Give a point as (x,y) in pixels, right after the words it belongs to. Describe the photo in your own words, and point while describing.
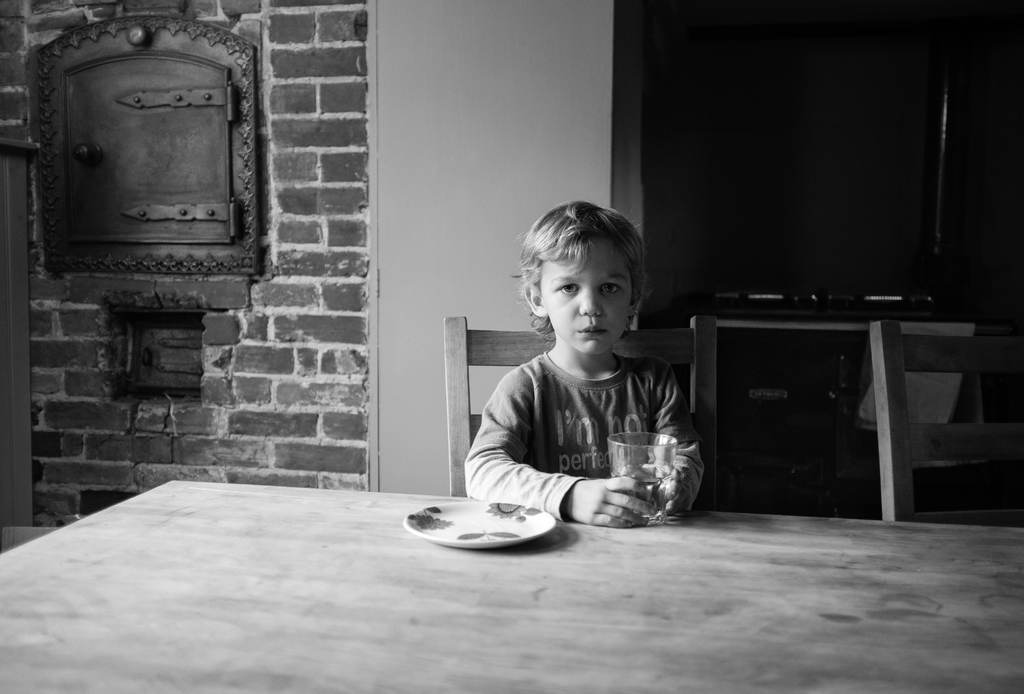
He is sitting on a chair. He's holding a glass (656,489), There is a table (802,531). There is a plate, glass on a table (747,590). We can see the background there is a grey color wall bricks (139,440).
